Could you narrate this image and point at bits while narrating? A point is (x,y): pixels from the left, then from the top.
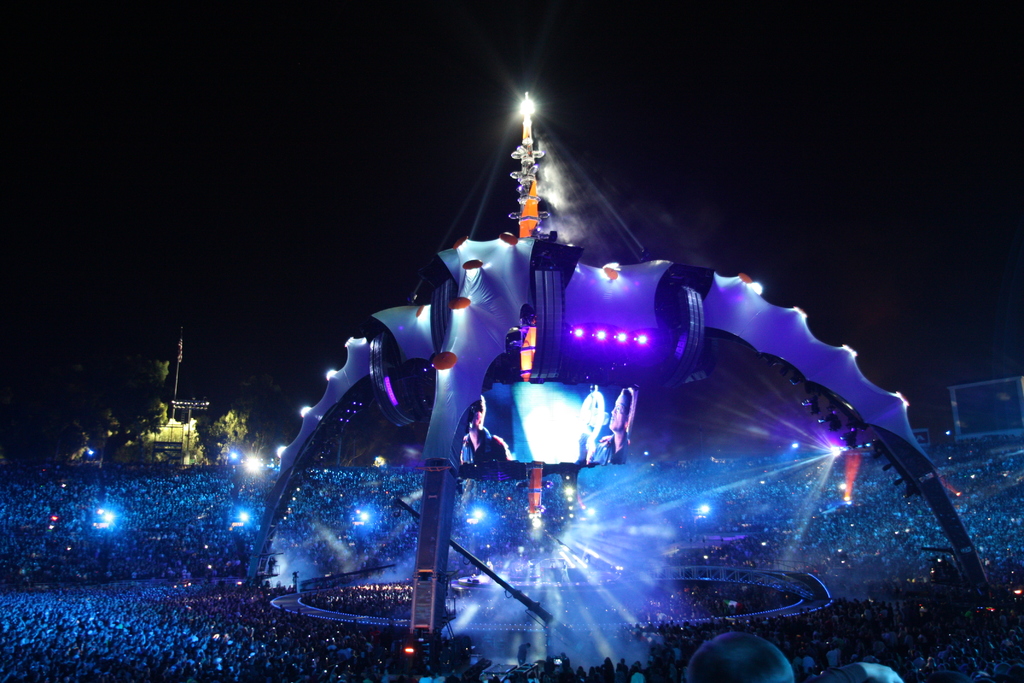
In this image I can see a group of people (27,471), lights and trees (265,403). In front (548,440) I can see a stage (544,428), few objects (533,437) and blue color lighting (660,516). Background (549,103) is black in color.
